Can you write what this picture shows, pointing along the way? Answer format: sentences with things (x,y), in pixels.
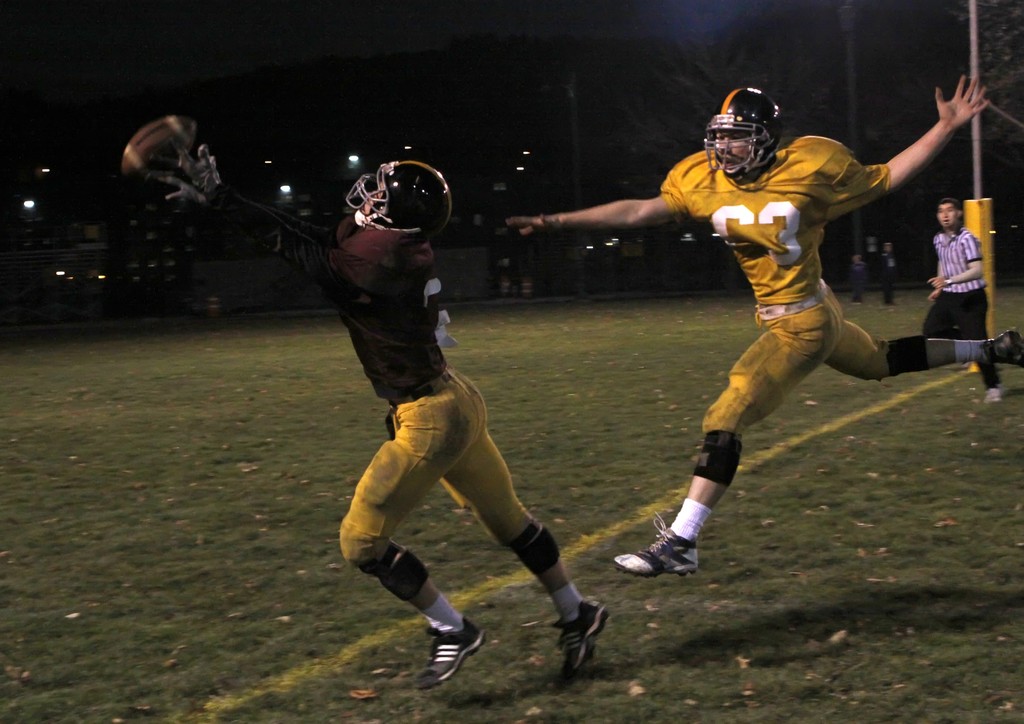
In this image there are three men (448,338) running, two men (712,224) are wearing a helmet (416,212), there are two persons (884,262) standing, there is a ball (178,152), there are lights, there is a pole (974,52) towards the top of the image (972,73), there is grass (233,466) towards the bottom of the image (261,590), there are lights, the background of the image (607,190) is dark.
